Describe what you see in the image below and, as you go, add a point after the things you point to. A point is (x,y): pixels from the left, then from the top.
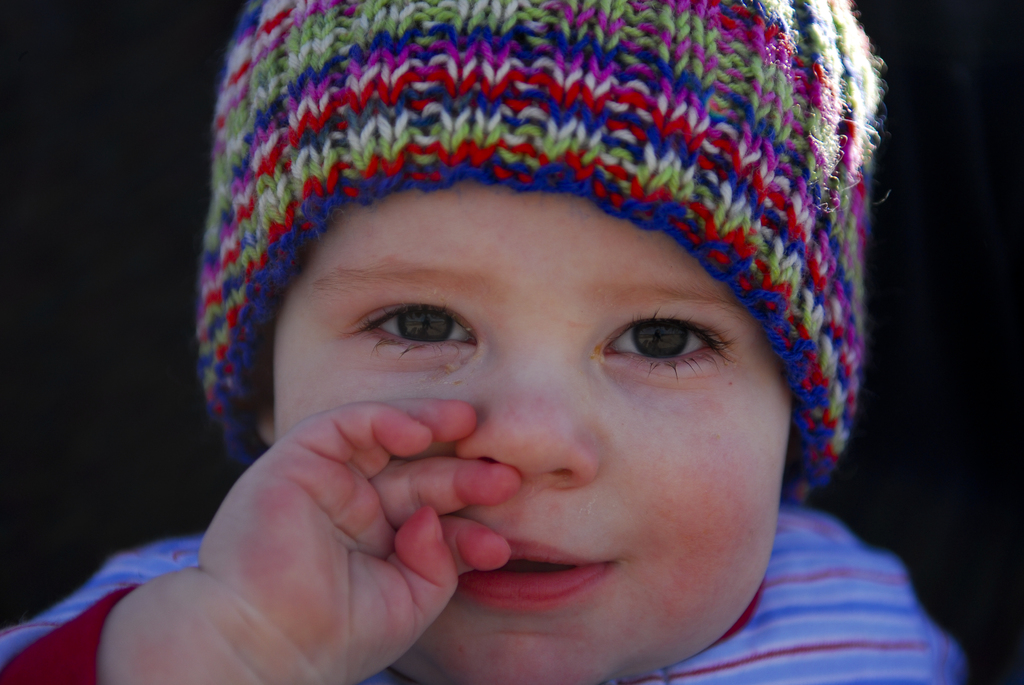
In this picture I can see there is a baby (628,607) here wearing a headgear (459,172) and a red color shirt (82,649). She is smiling and the backdrop (125,468) is dark.
